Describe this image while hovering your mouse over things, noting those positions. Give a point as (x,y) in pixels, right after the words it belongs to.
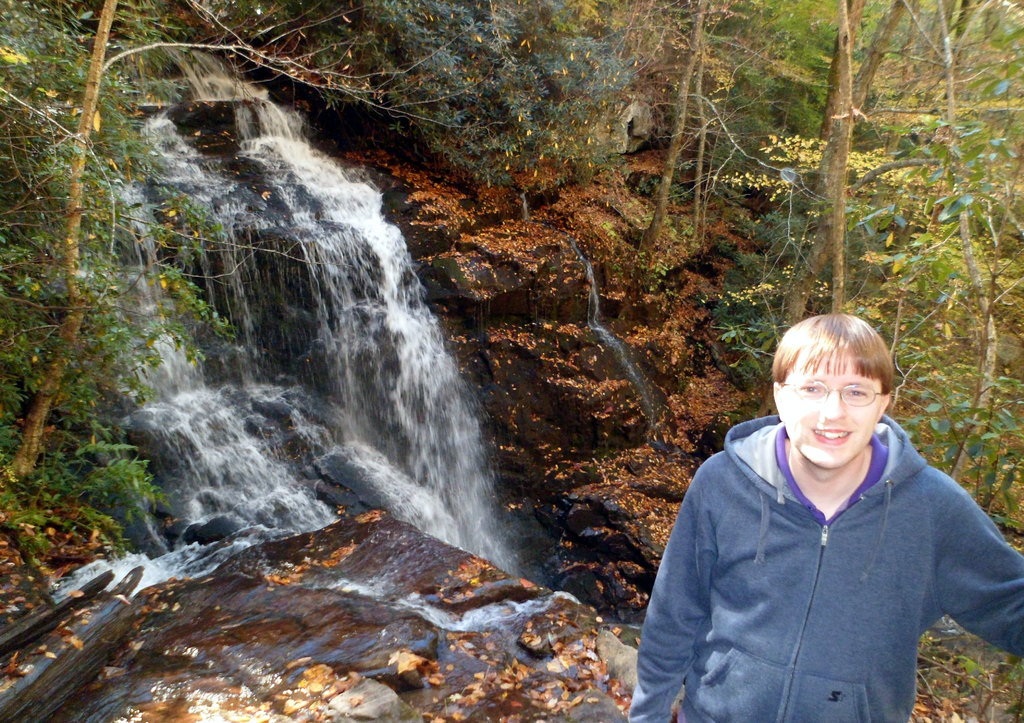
In this image there is a person (845,529) with glasses (852,386) and a jacket (839,566). In the background (876,171) there are many trees (816,168). Waterfall (274,261) is also visible in this image.
